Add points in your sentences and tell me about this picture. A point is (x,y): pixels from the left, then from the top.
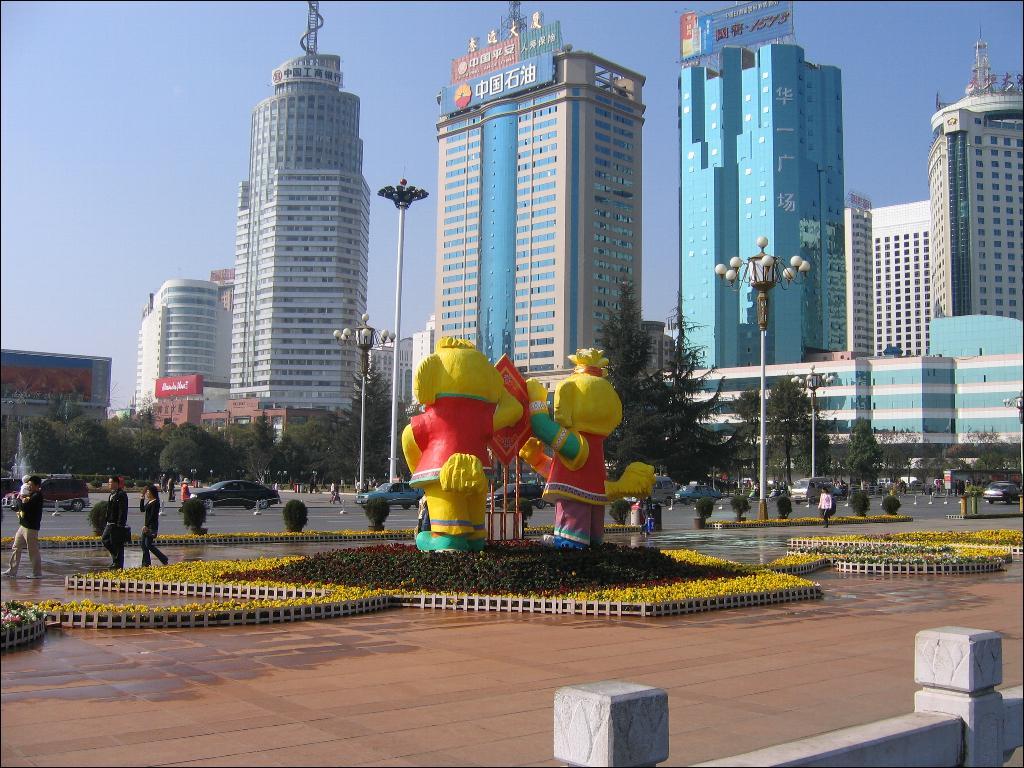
These are the buildings (585,199). I can see the name boards (496,73), which are at the top of the buildings (534,103). I think these are the light poles (378,337). I can see few people (107,523) walking. I can see the inflatable toy balloons (479,477). I think these are the small plants (436,566). I can see the trees (708,467) and bushes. These are the vehicles (263,491) on the road (279,508).
